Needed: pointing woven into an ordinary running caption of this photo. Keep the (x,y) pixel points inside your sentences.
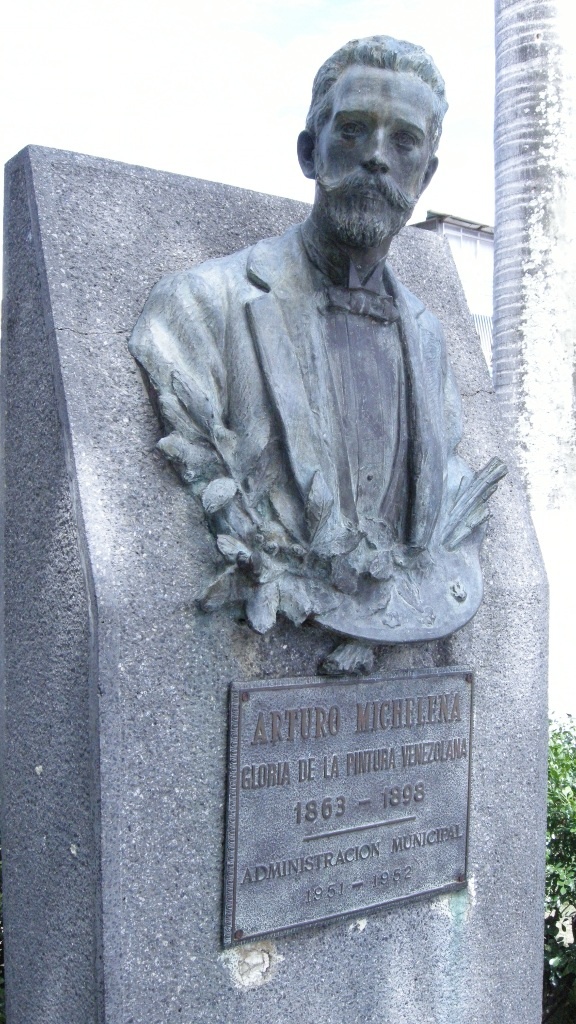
In this picture I can see statue (416,430) of a man (415,445) and a name plate (300,827) with some text (326,770) and looks like a building (466,254) on the right side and I can see plant (560,771) and It looks like a memorial (529,878).
